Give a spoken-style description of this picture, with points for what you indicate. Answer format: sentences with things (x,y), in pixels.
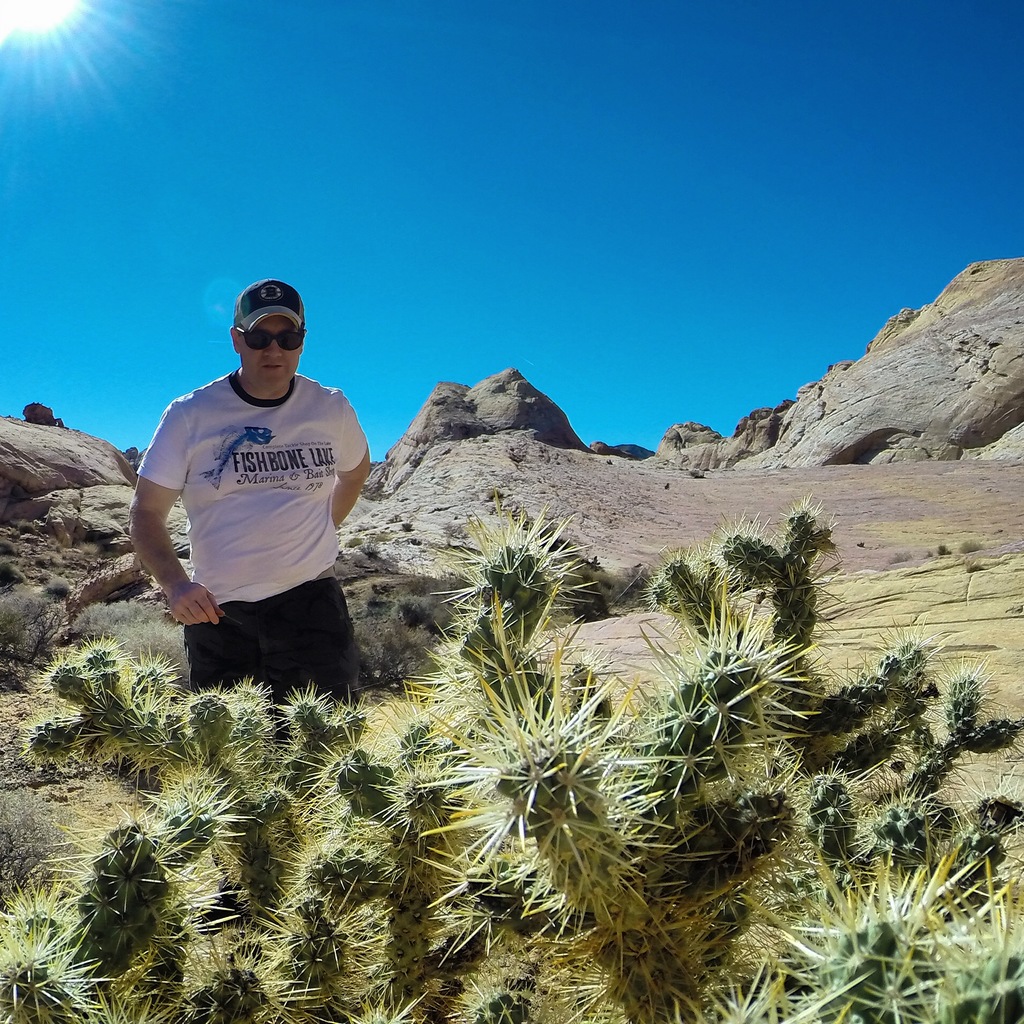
In the image I can see person (242,534) is standing. The person (241,407) is wearing a cap (244,326), black color shades (254,336), white color T-shirt (272,538) and black color pant (282,669). I can also see plants (676,725), mountains (459,508) and some other objects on the ground (636,679). In the background (526,253) I can see the sun (45,19) and the sky (349,58).
